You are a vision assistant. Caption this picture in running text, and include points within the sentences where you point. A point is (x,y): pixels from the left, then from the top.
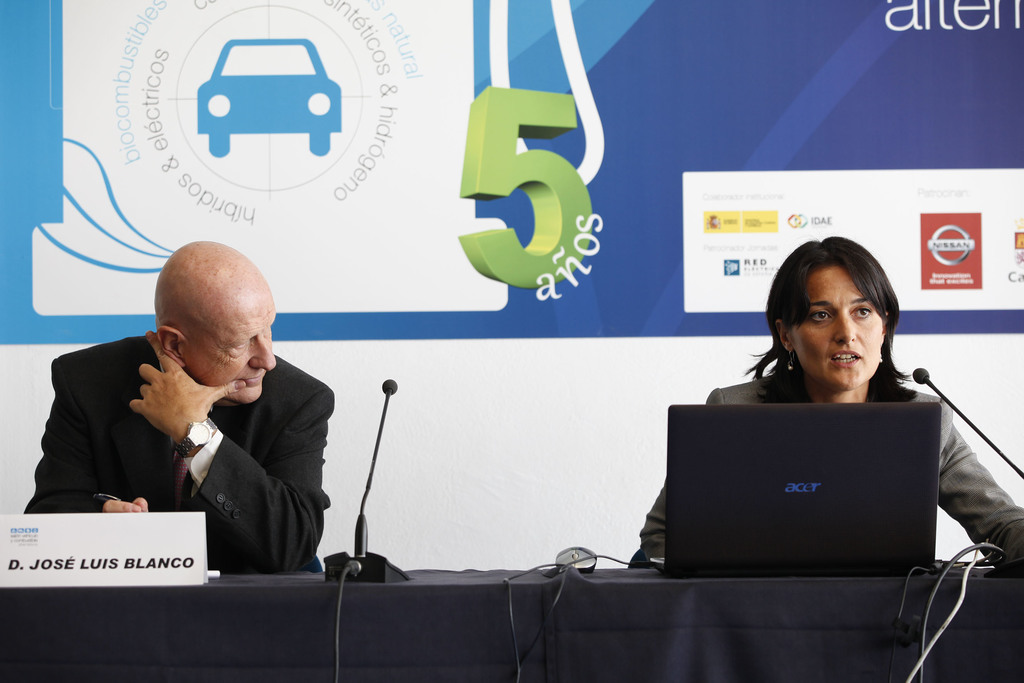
In this image, we can see a few people (873,299). We can see a table (712,581) covered with a cloth (443,625) and some objects (180,538) like a laptop (735,571) and a board (167,539) with some text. We can also see some microphones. In the background (536,543), we can see the wall (904,334) and a poster (724,289) with some images (49,285) and text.
